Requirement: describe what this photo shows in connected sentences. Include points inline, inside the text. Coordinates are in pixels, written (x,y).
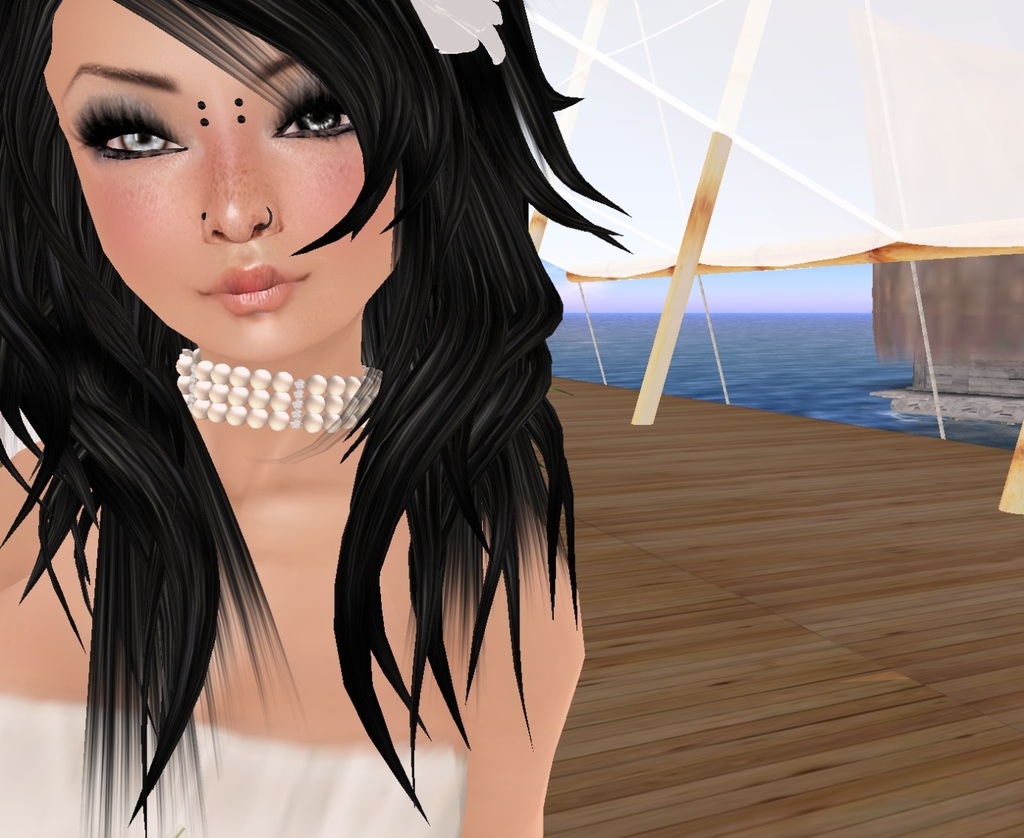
In this image we can see the painting (279,505) of a lady person (316,708) wearing white color dress (221,791), necklace (319,406) standing on wooden floor (727,537) and in the background of the image (641,385) there is water (847,376) and clear sky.
